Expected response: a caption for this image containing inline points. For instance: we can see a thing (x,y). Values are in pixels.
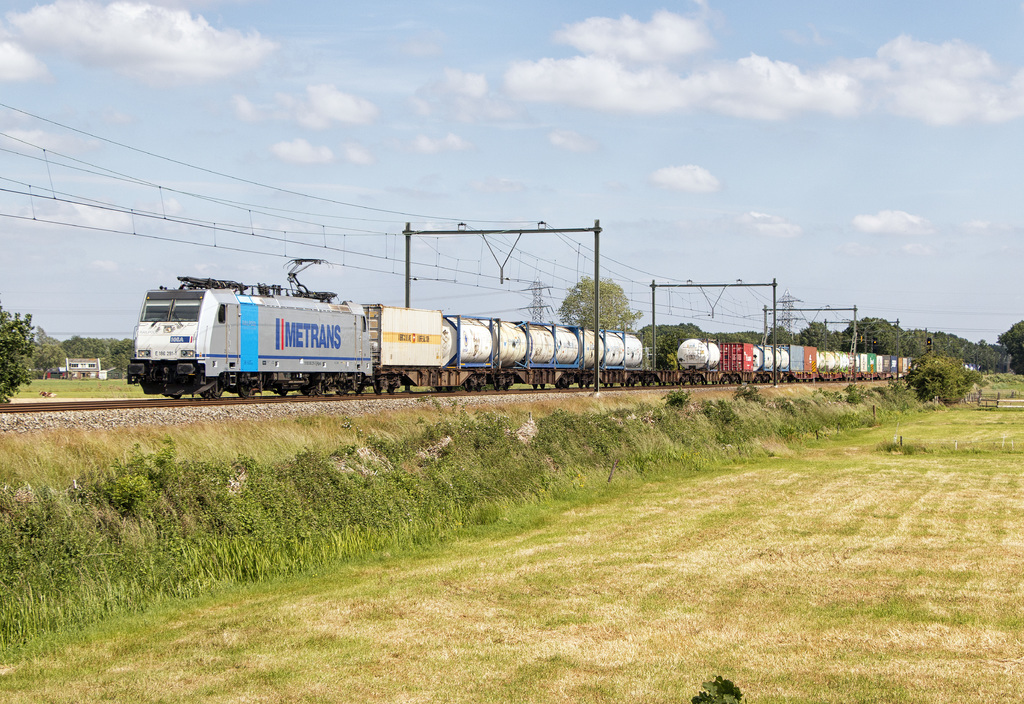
In this image I can see the train (240,318) on the track (202,400). The train (294,339) is colorful and something is written on it. To the side of the train (474,379) I can see the poles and many trees (885,322). In the background (717,139) there are clouds (625,100) and the sky (909,171).
